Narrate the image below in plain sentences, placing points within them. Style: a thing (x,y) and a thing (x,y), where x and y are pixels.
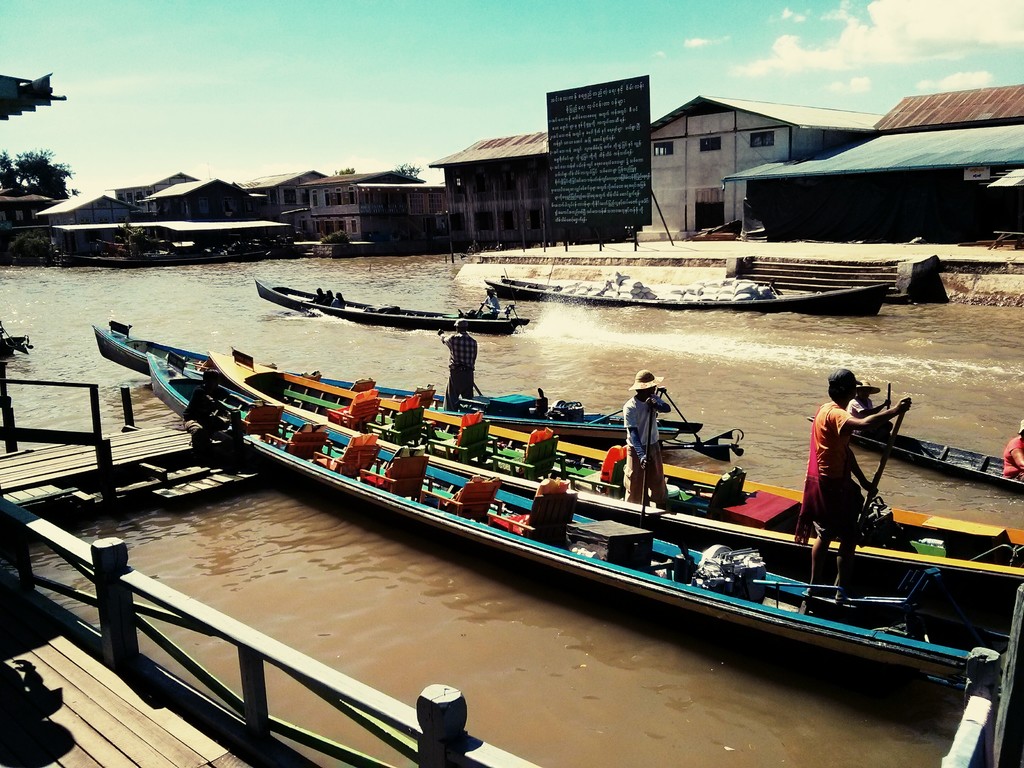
In this picture we can see houses (541,190), board (608,123), stairs (855,272), boats (557,422), chairs (362,447) and some persons (645,439), trees (27,172) are there. At the bottom of the image (281,734) we can see bridge (116,556) is there. In the background of the image (519,346) water (347,350) is there. At the top of the image (338,60) clouds (880,48) are present in the sky (298,81).
